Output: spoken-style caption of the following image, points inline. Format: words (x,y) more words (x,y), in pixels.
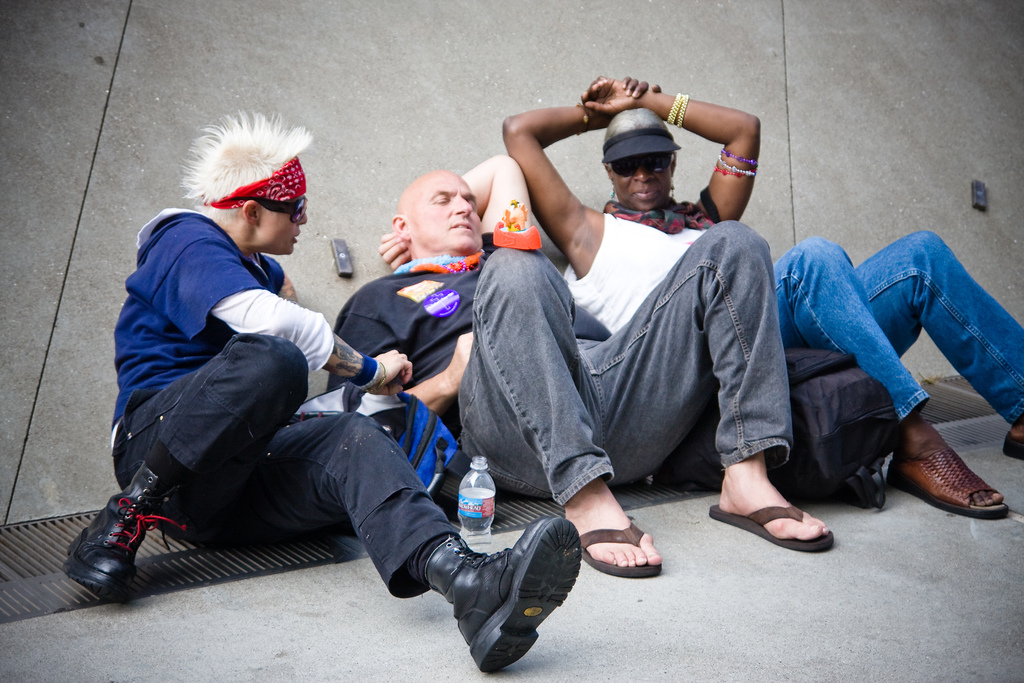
In this picture we can see three people (211,285). There is a bag (438,485) and a bottle (470,512) on the path (742,596).
